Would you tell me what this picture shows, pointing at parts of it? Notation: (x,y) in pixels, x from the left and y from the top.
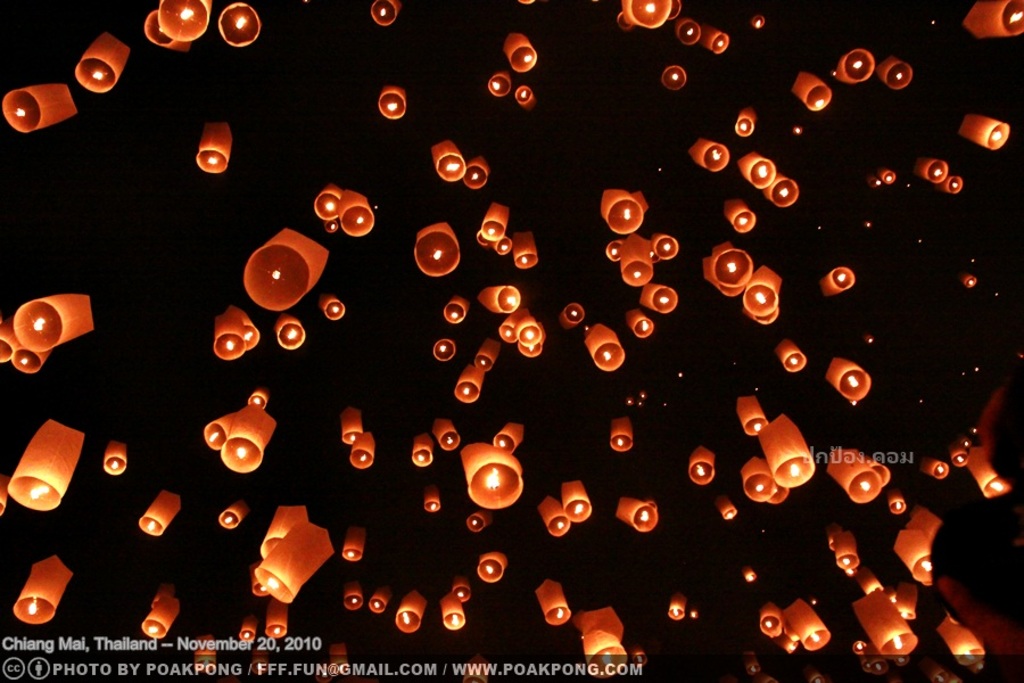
In this image I can see the lanterns (645,334) which are in orange color. And there is a black background (653,548). I can also see the watermark (134,648) in the image.
